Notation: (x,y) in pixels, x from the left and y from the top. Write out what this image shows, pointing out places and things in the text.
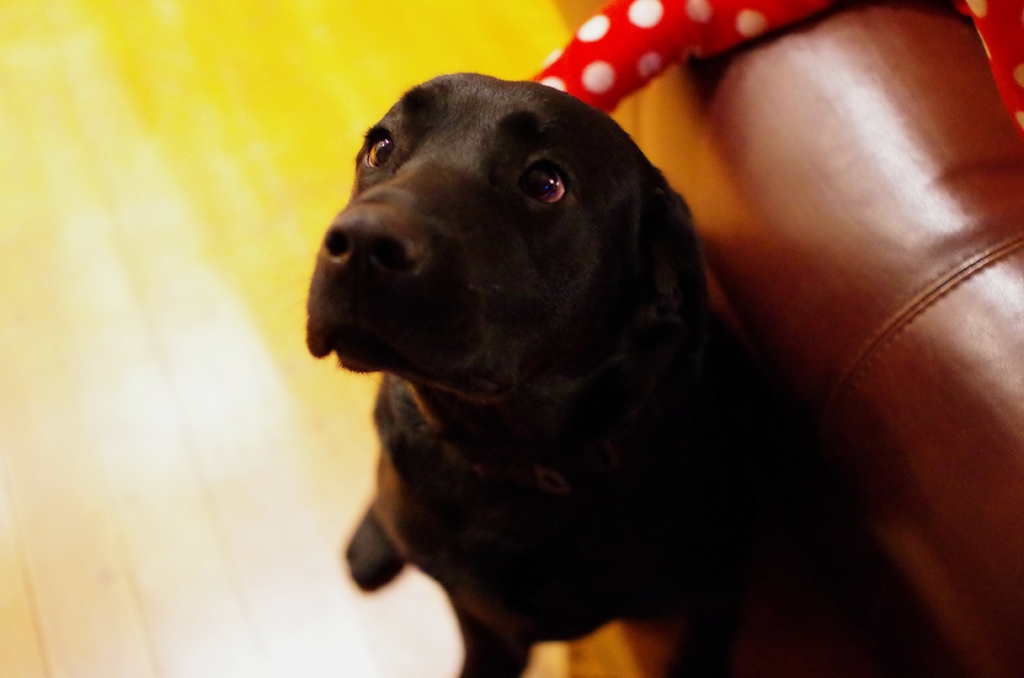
In this image I can see a dog (478,330) which is black in color is on the yellow and brown colored surface (442,653). I can see a couch (852,184) which is brown in color and a red and white colored object (752,40).
